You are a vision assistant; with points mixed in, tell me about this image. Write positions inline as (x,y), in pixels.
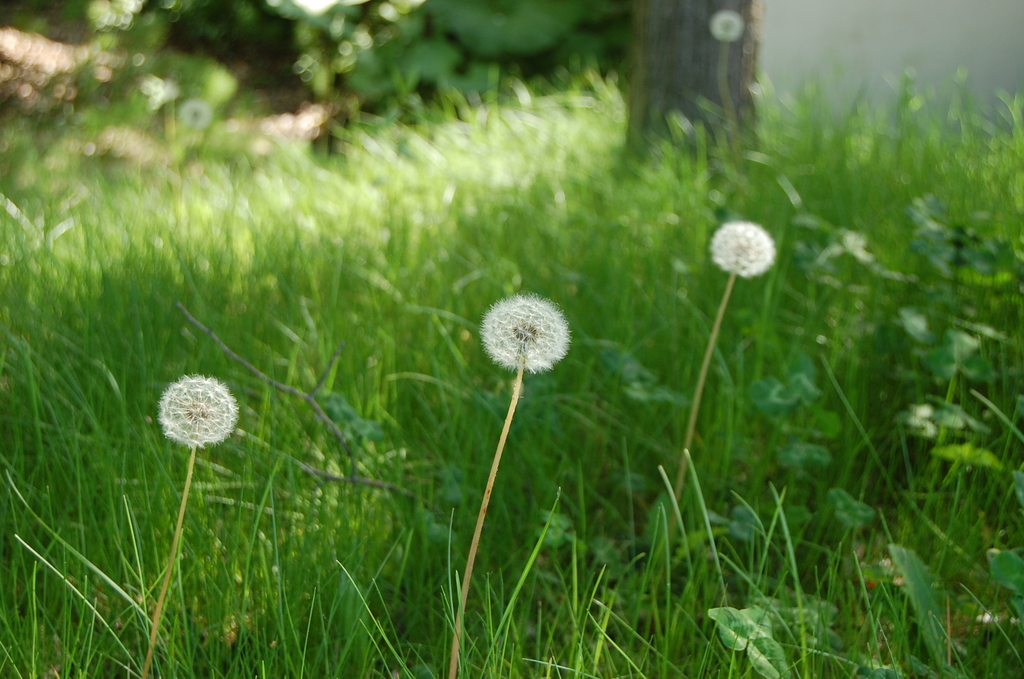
In the image, there is a green grass (523,488) and in between the grass (415,512) there are few blooms (551,323) of the grass (60,372).
